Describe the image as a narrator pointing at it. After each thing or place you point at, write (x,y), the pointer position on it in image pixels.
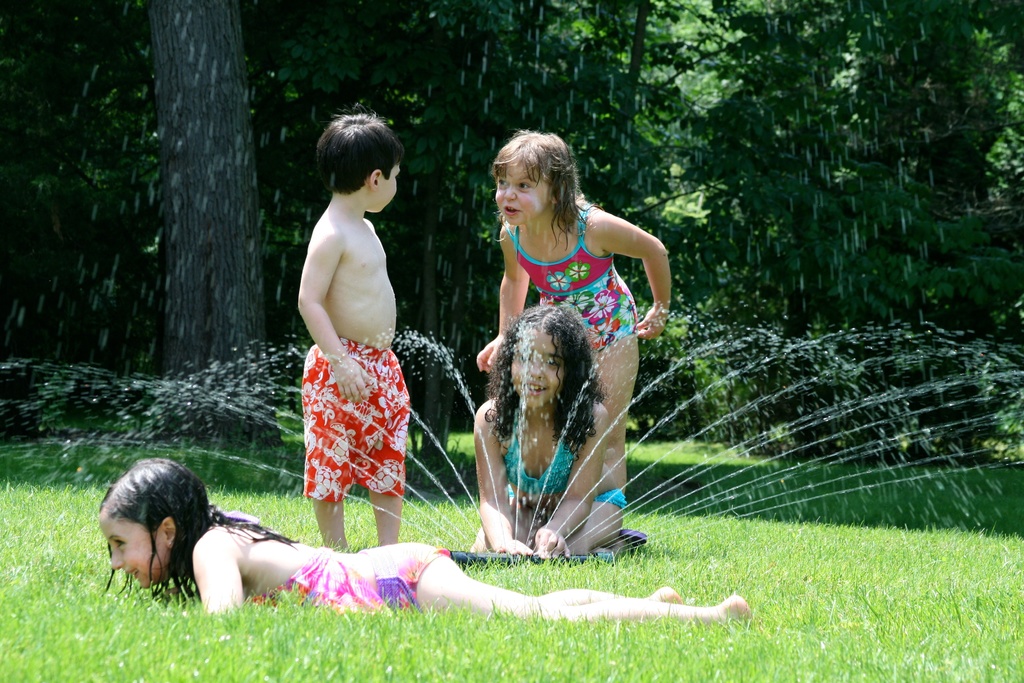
In the foreground (690,627) I can see four kids (272,567) on grass (546,566), water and an object (645,537). In the background (856,30) I can see trees (463,92). This image is taken may be in a park (780,235) during a day.
